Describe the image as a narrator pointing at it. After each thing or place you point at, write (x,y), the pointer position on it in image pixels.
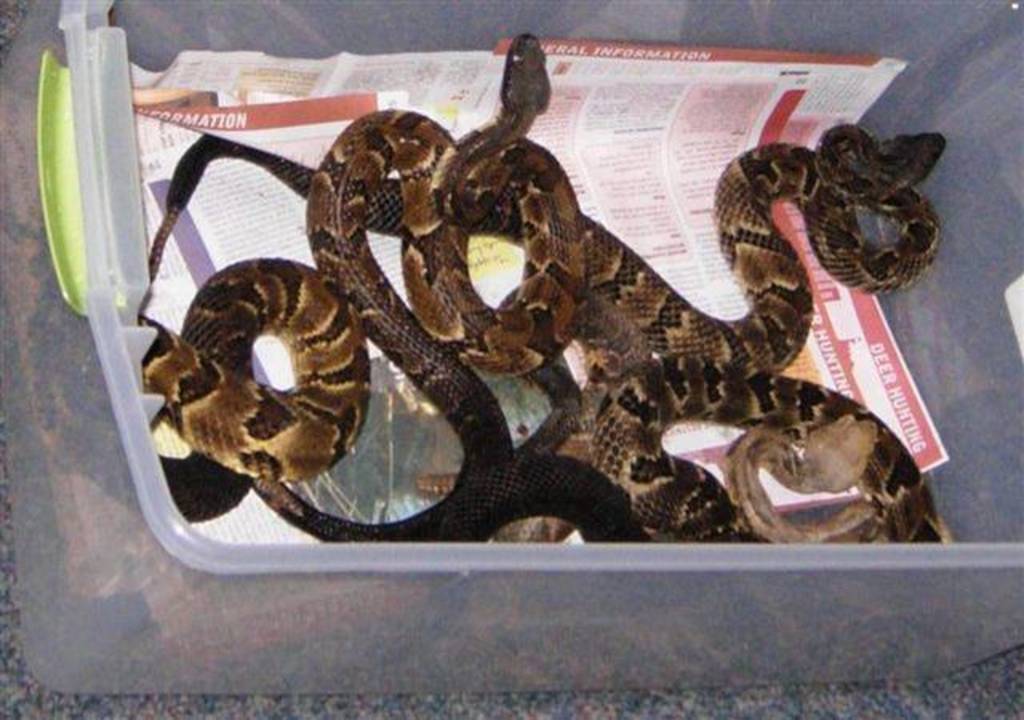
We can see snakes (763,195) and papers (292,96) in a box (290,42).
